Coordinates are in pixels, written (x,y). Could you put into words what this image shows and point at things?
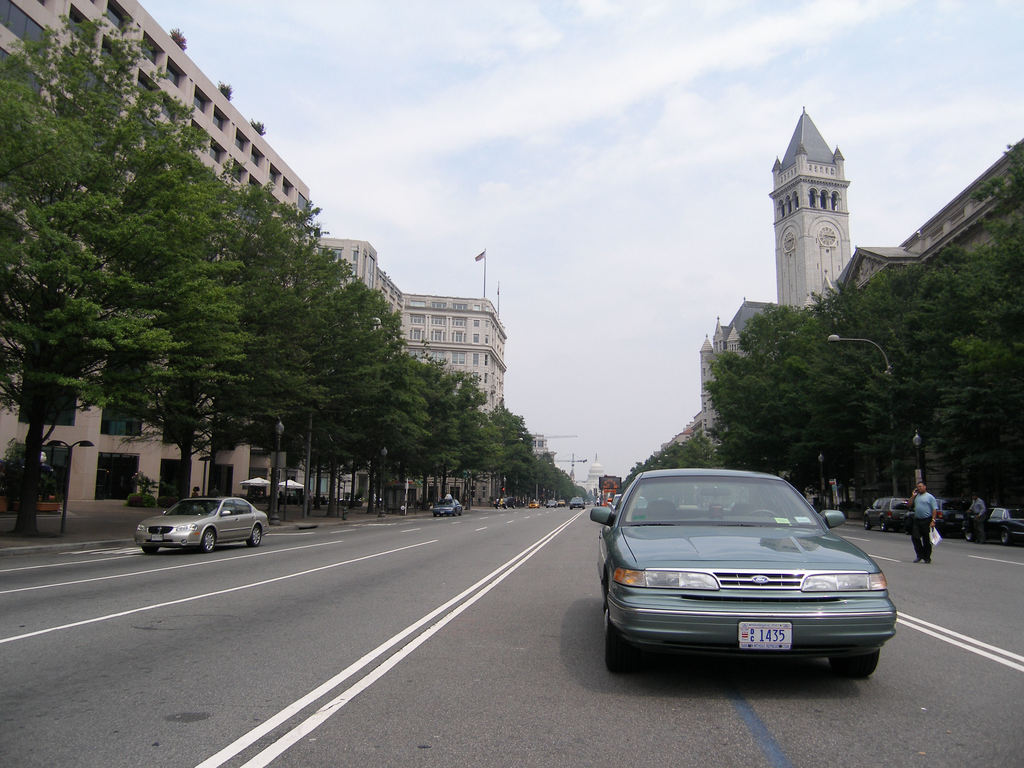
In this picture we can see many vehicles (745,522) on the road (550,547). Here we can see a man (930,507) who is crossing the road (556,716). In the background (1000,346) we can see many buildings (494,388), trees (949,466) and street light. Here we can see flags (486,259) on the top of the building (481,332). Here we can see dome (597,474). Beside that there is a crane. At the top (683,16) we can see sky (638,48) and clouds (647,58).
